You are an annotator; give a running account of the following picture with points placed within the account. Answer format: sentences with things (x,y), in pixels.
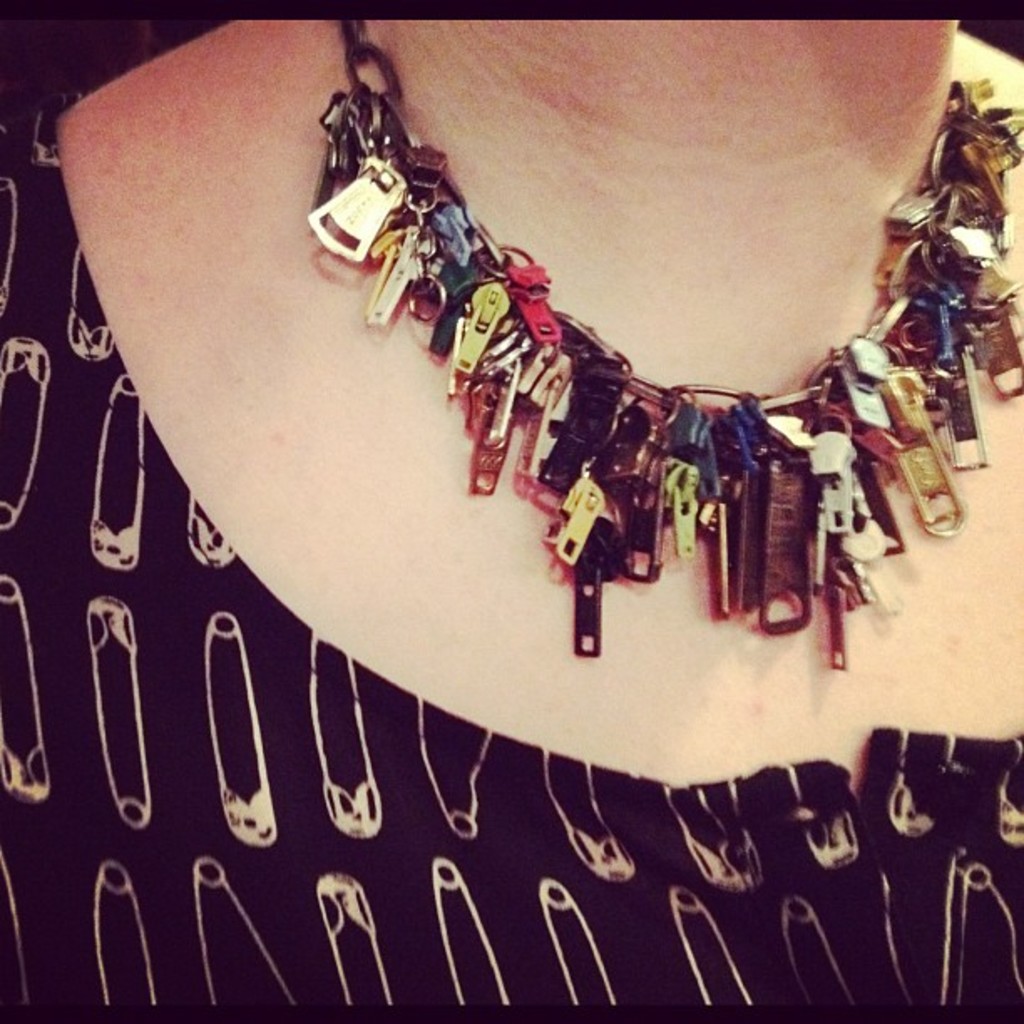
In this picture we can see a person (238,117) wearing a necklace (926,482) around the neck (769,39).
